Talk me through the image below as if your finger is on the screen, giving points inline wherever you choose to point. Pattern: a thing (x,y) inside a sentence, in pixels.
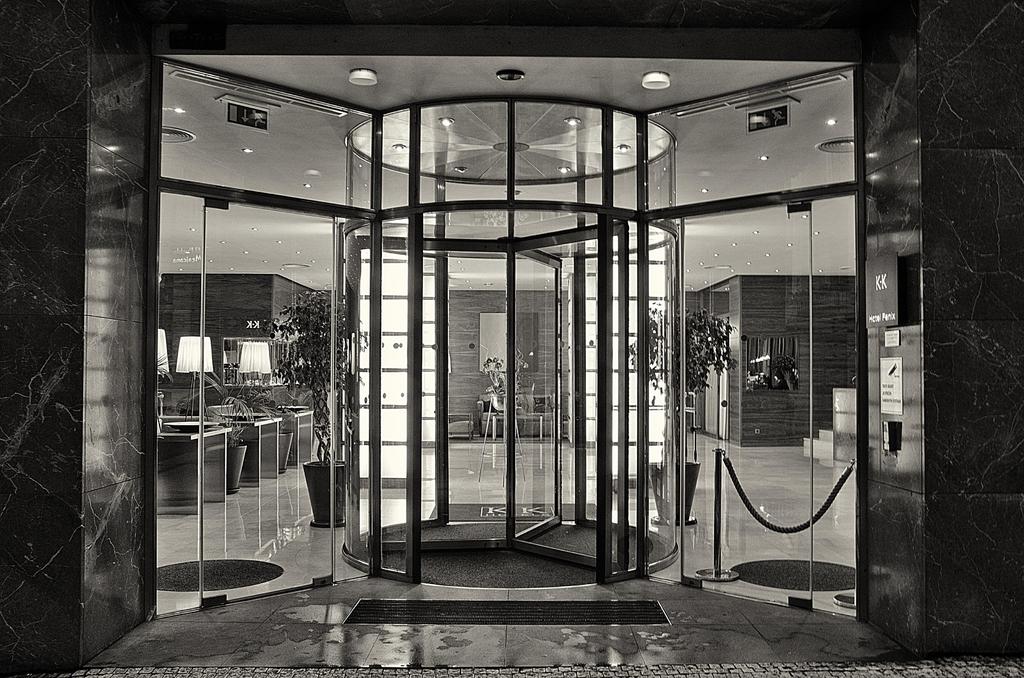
This is a black and white image. In this image we can see a inner view of a room (383,427). There are plants (327,451), chairs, lights (198,364). At the top of the image (357,167) there is ceiling (423,142) with lights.
